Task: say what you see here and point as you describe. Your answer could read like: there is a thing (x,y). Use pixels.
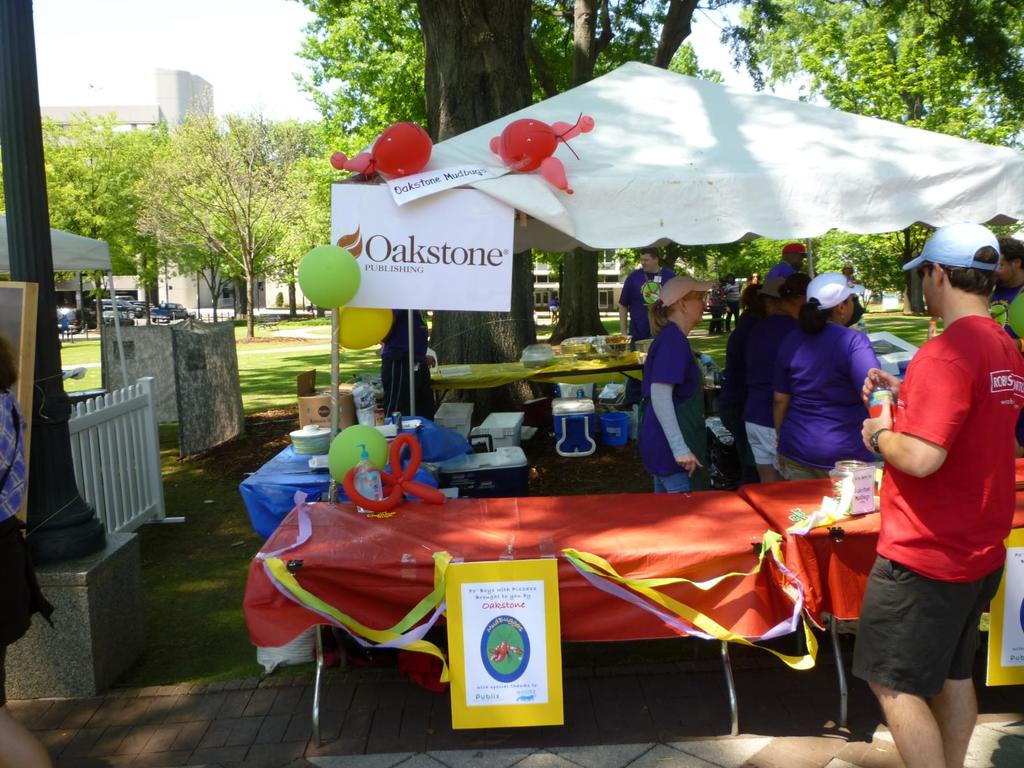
In this image there are tables (565,504) on the grassland (621,486). There are few objects (388,496) on the tables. There is a tent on the grassland (265,375). There is a poster (538,656) attached to the table (472,538) which is covered with a cloth (394,586). The table (404,599) is decorated with the ribbons (654,582). Right side (965,593) there is a person (907,519) standing on the path (793,719). He is wearing a cap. He is holding an object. There are people (708,298) standing on the grassland (255,384). Left side (1,433) there is a person (11,539) carrying a bag (20,554). Behind there is a board (27,337) kept near the pole (39,209). Behind there is a fence (104,426). Behind the pole (36,253) there is a tent (55,244). There are vehicles (74,320) on the road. Background (343,21) there are trees (325,172) and buildings (157,89). Top of the image (219,7) there is sky (247,42). There are balloons (354,282) attached to the tent (865,175).
